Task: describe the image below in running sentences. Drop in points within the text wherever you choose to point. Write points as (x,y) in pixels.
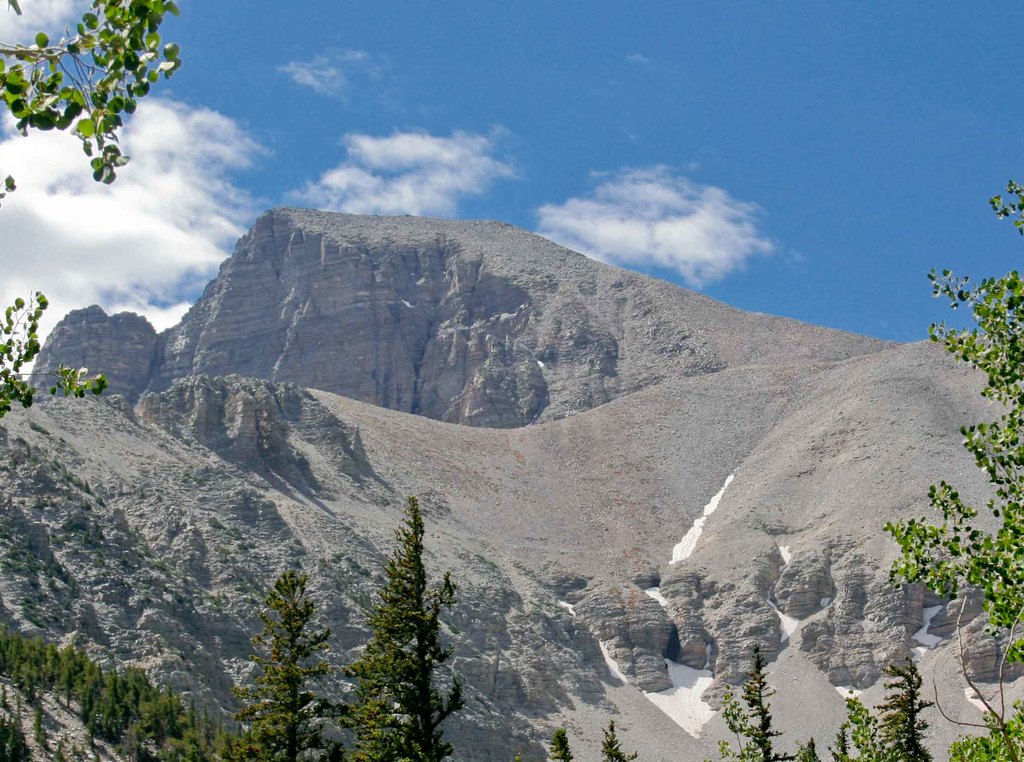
This image is taken outdoors. At the top of the image (697,132) there is the sky (214,112) with clouds (194,130). At the bottom of the image (292,668) there are a few trees (364,698) on the ground (971,709). In the middle of the image (360,317) there are a few hills (522,460) and rocks (602,604).
